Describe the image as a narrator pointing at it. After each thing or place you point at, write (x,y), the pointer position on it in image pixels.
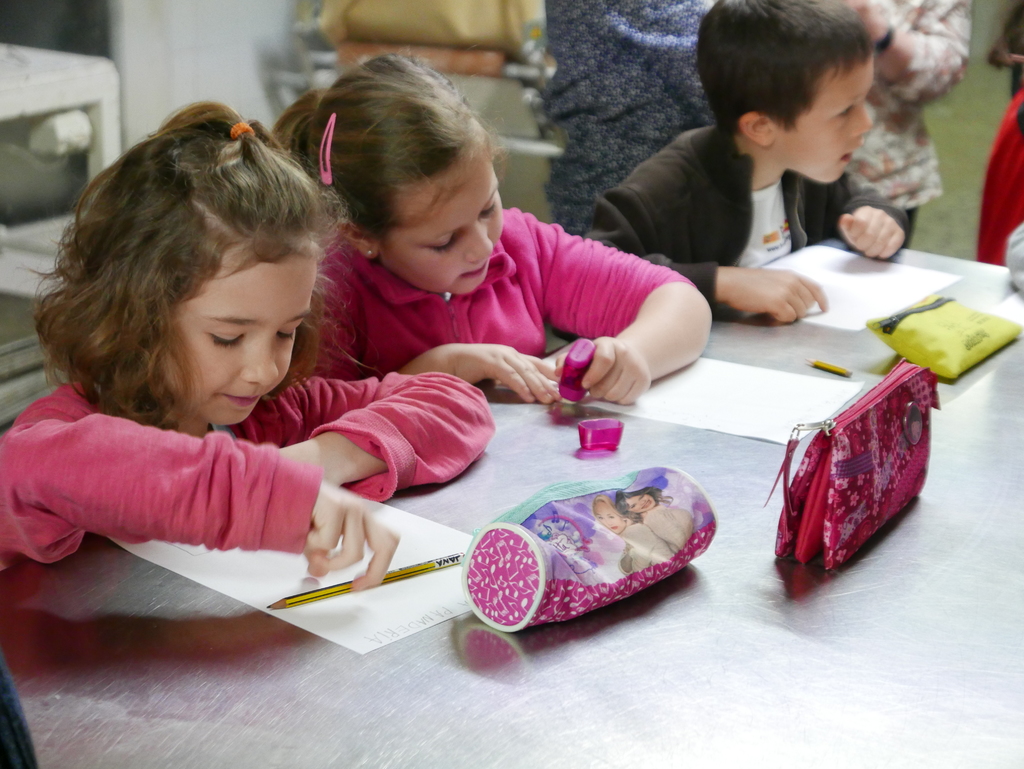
In this image I can see three persons (654,189) sitting. In front (756,383) I can see few papers (765,371), pencils (406,568), pouches (679,476) on the gray color surface (666,585). In the background (640,0) I can see few other people (668,28) standing and I can see few objects (460,14).
